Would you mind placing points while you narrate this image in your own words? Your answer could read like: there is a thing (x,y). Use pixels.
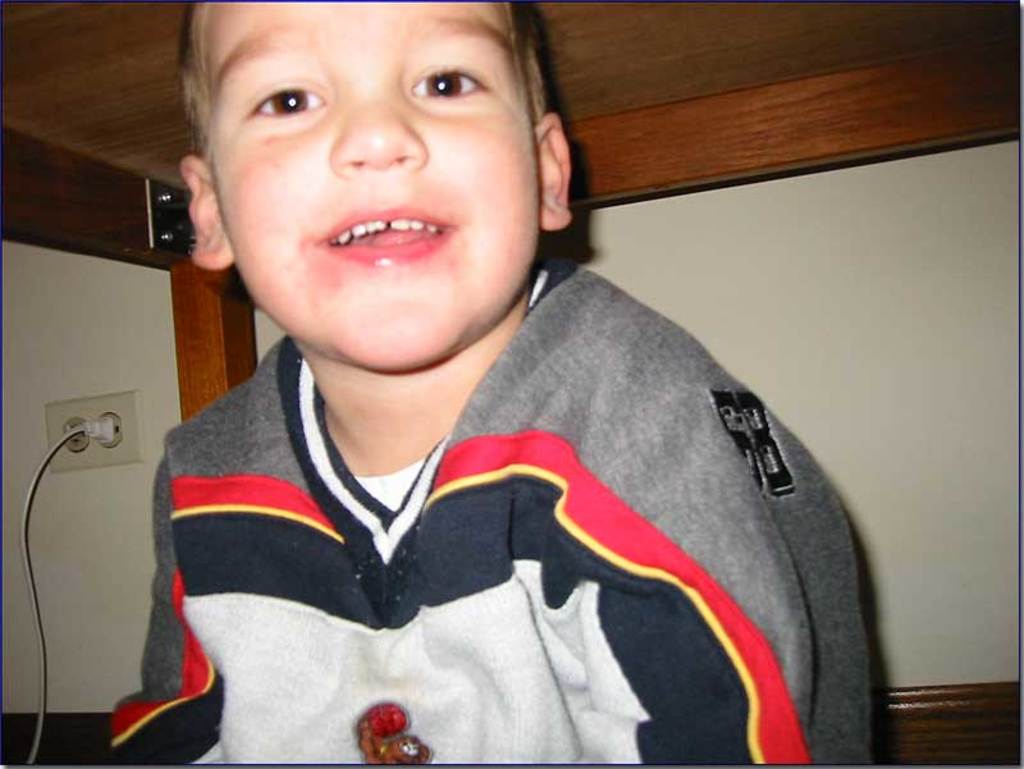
In the center of the image (632,311) we can see a boy (252,553) smiling. In the background (907,308) there is a wall (75,332). At the top (573,8) there is a table (153,146).
